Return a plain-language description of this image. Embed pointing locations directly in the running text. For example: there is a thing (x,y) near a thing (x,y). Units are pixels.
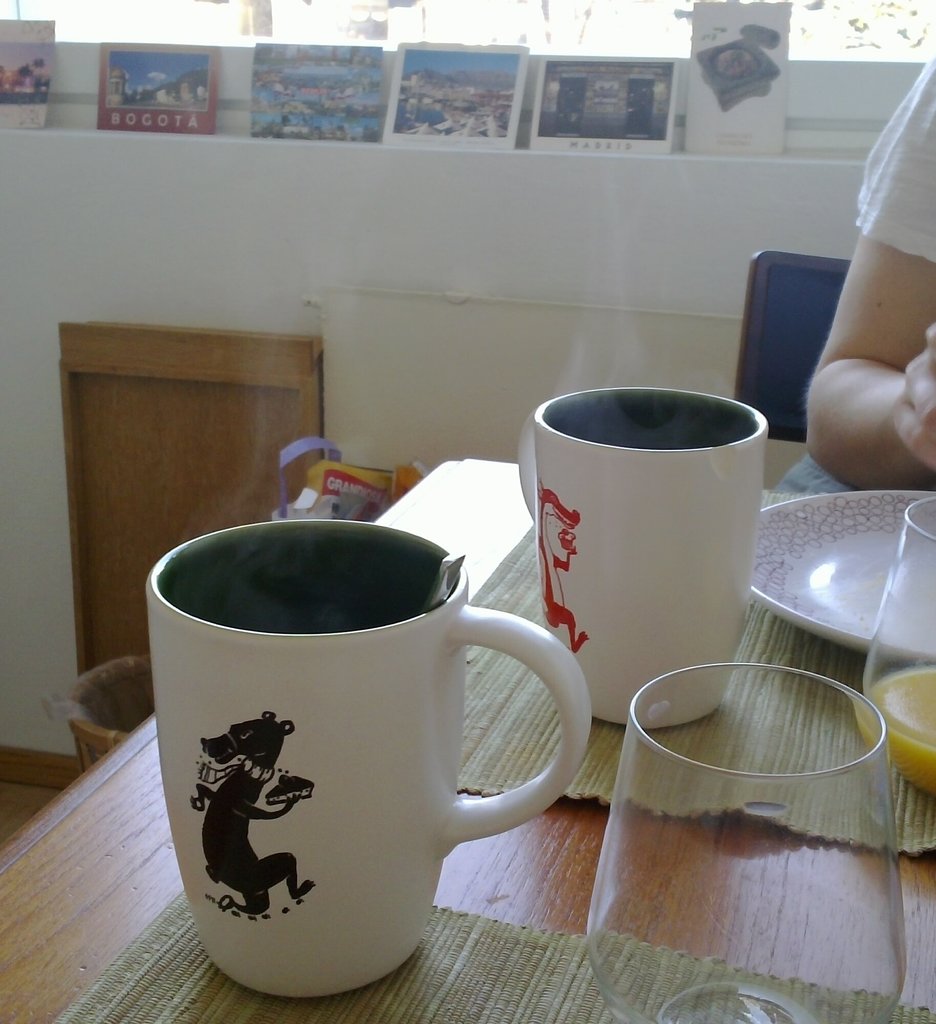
There are cups (609,624) and glasses (878,618) placed on the table (670,778) and there is a person (897,317) in the right corner (899,309) and there are some pictures (476,119) placed on the wall (242,107) in the background (282,93).
